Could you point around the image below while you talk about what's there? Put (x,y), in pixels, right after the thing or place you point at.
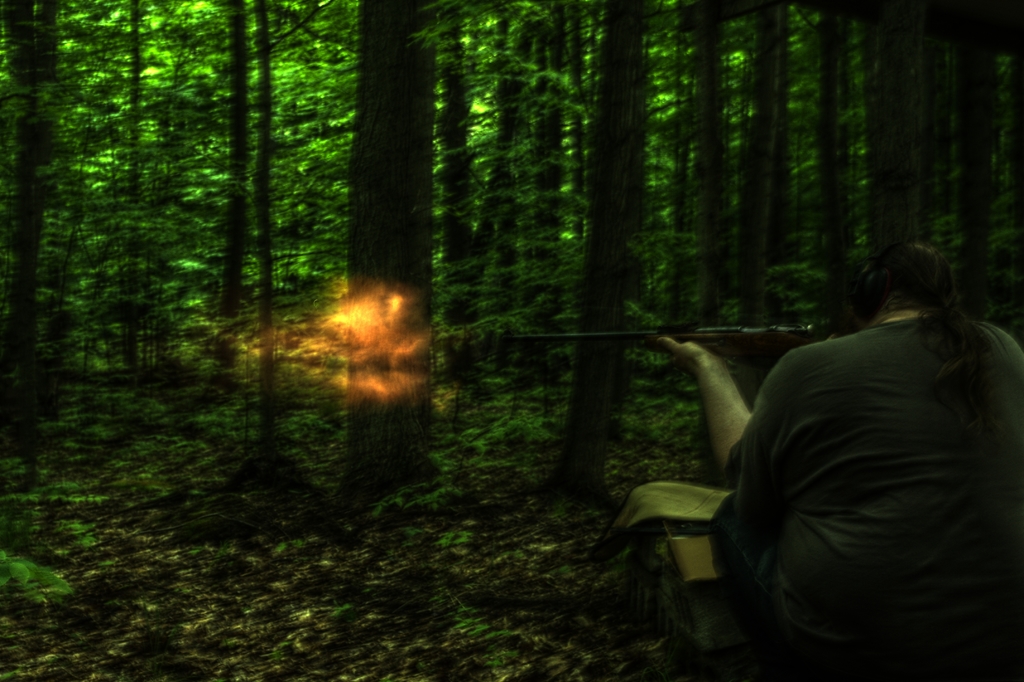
In this image we can see a person (870,346) holding the gun (691,334) and firing. In the background (268,244) we can see many trees (591,196) and at the bottom (271,583) we can see the dried leaves (505,609) on the ground (436,631).
